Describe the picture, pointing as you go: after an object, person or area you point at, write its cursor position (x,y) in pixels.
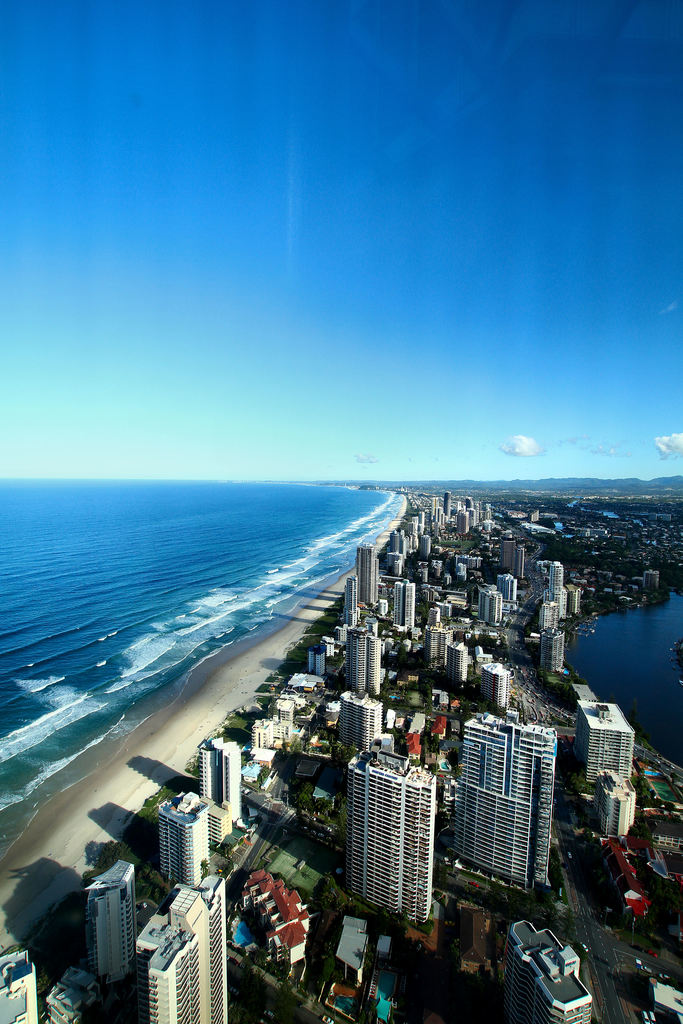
In this picture we can see buildings (403,878), here we can see trees (430,740), some objects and in the background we can see water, mountains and sky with clouds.
